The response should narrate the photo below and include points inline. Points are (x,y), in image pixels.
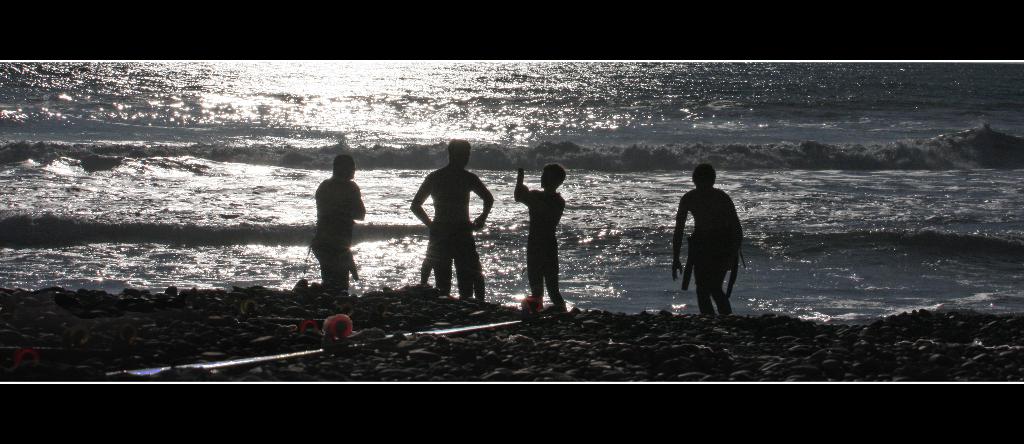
In this image in the front (536,342) there are stones (392,346). In the center (456,249) there are persons (348,240) standing and in the background (383,109) there is water (548,98).
